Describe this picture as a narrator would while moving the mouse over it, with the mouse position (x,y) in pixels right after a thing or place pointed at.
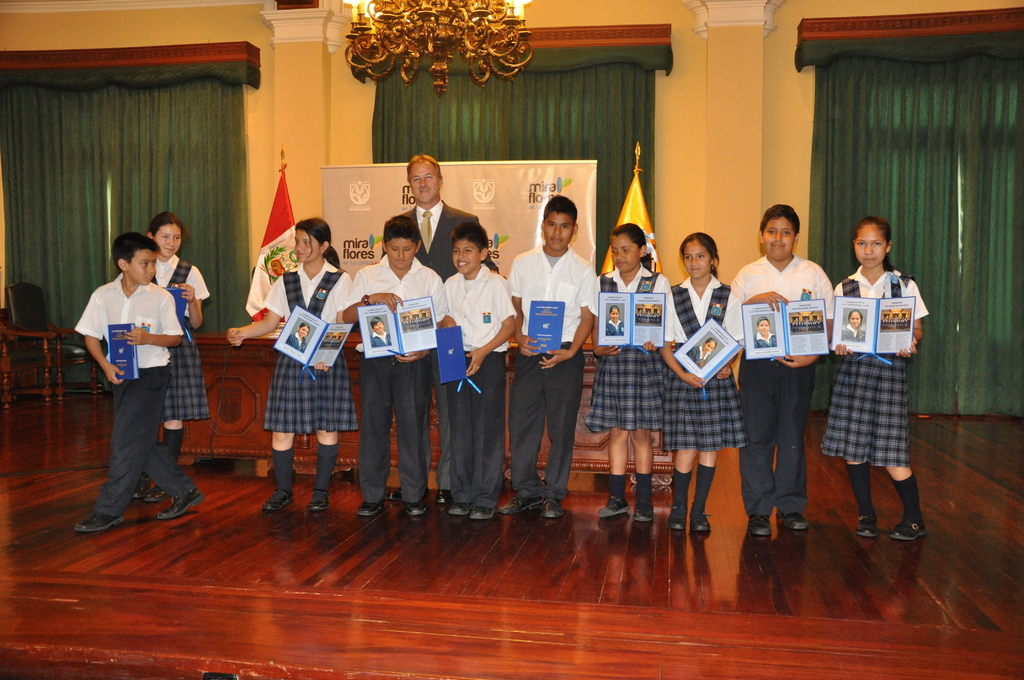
In this picture we can see some people (427,255) are standing, the people (142,247) in the front (507,317) are holding books (280,343), there is a chandelier (427,12) at the top of the picture (441,22), in the background (494,188) we can see a flag (282,216), a board (544,202) and curtains (156,135), on the left side (71,361) there is a chair (57,354).
